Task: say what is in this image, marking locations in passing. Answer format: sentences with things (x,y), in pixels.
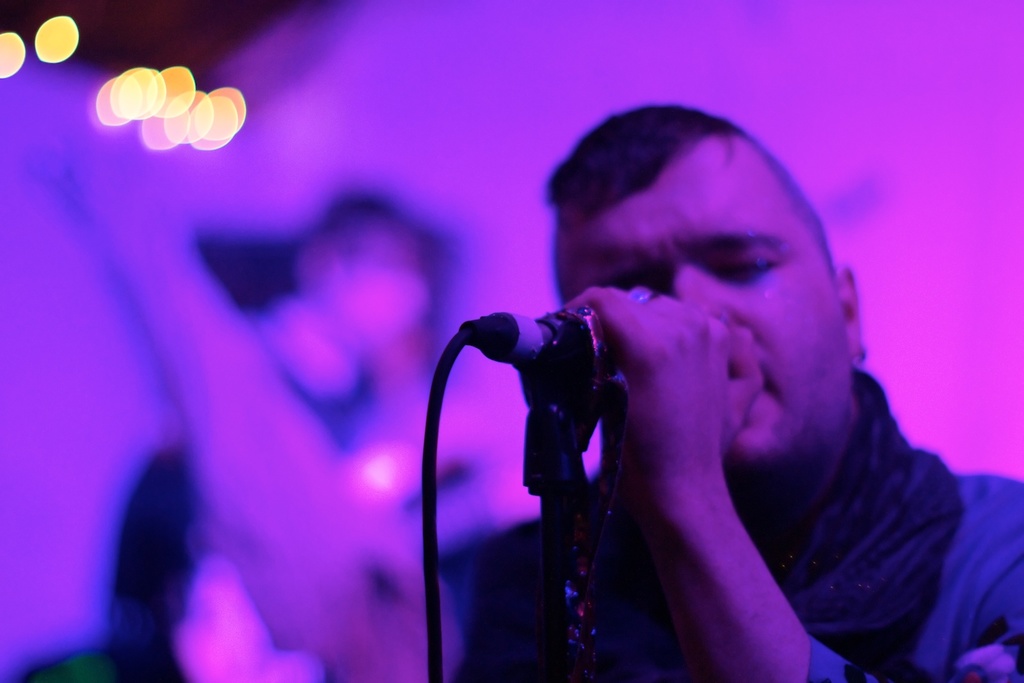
This picture describes about few people (384,404), on the right side of the image (804,441) we can see a man (720,419), he is holding a microphone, in the background (194,119) we can see few lights (172,74).
